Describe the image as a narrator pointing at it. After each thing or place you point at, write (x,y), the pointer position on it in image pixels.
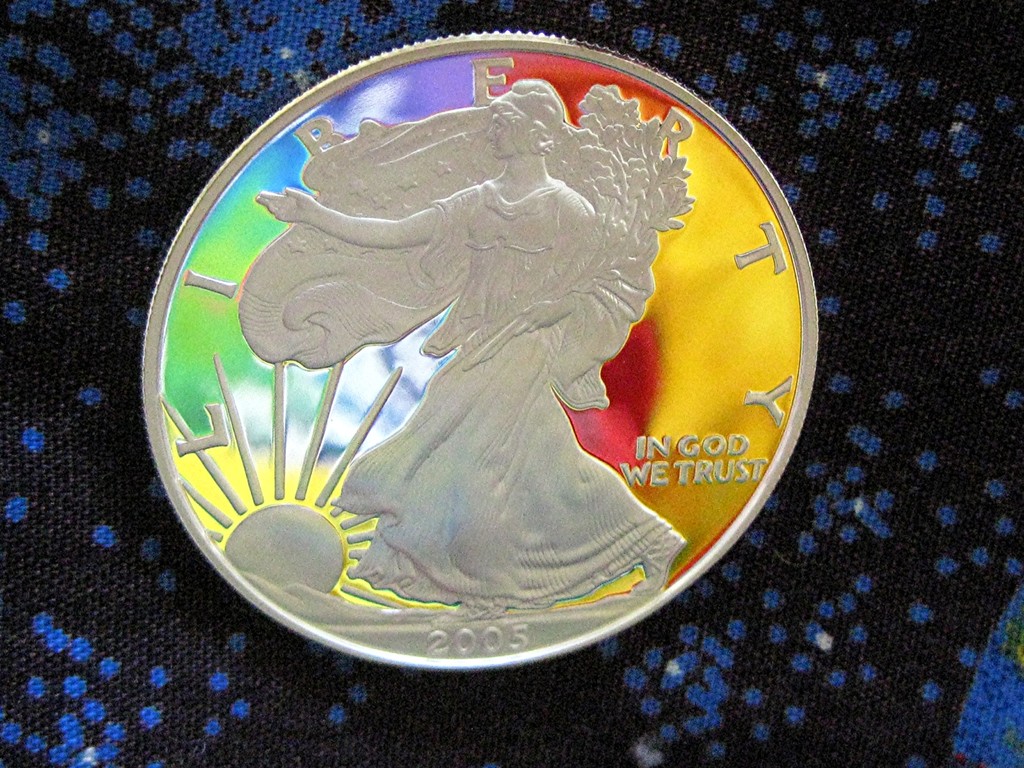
In this image I can see a colorful coin (560,83) on the black and blue color surface (920,506).
